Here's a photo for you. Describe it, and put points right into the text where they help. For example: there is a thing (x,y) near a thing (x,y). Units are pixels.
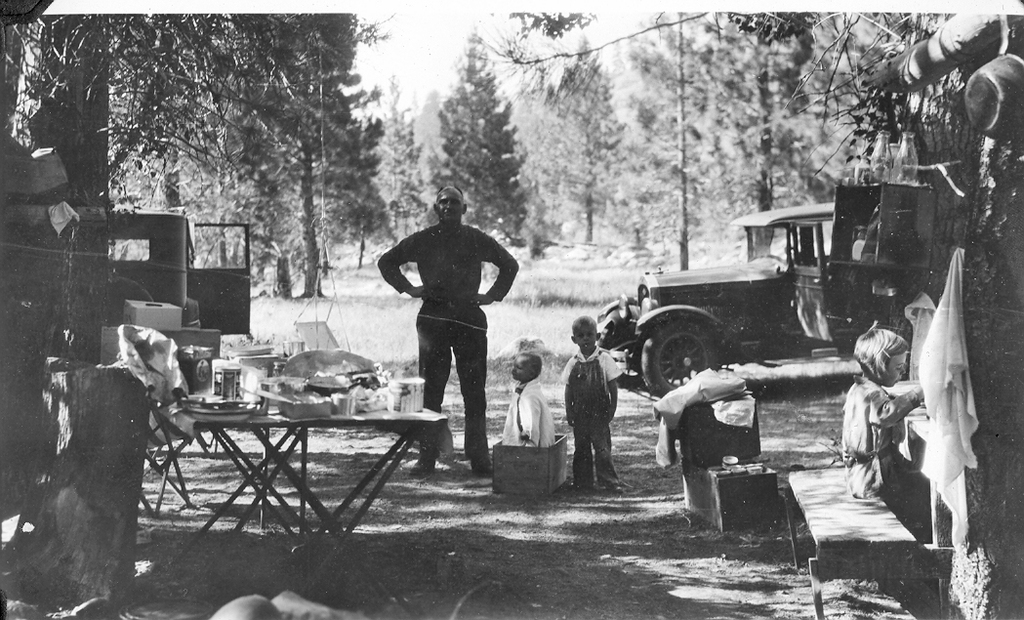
In this image we can see many trees (510,128). There are few vehicles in the image. There are many objects (319,408) placed on the tables (363,424). There are few objects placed on the ground (527,275). There are few people (596,358) in the image. A person (869,465) is sitting on the table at the right side of the image (883,435). There are few objects (909,172) placed on a wooden object (895,196) at the right side of the image (885,183).
